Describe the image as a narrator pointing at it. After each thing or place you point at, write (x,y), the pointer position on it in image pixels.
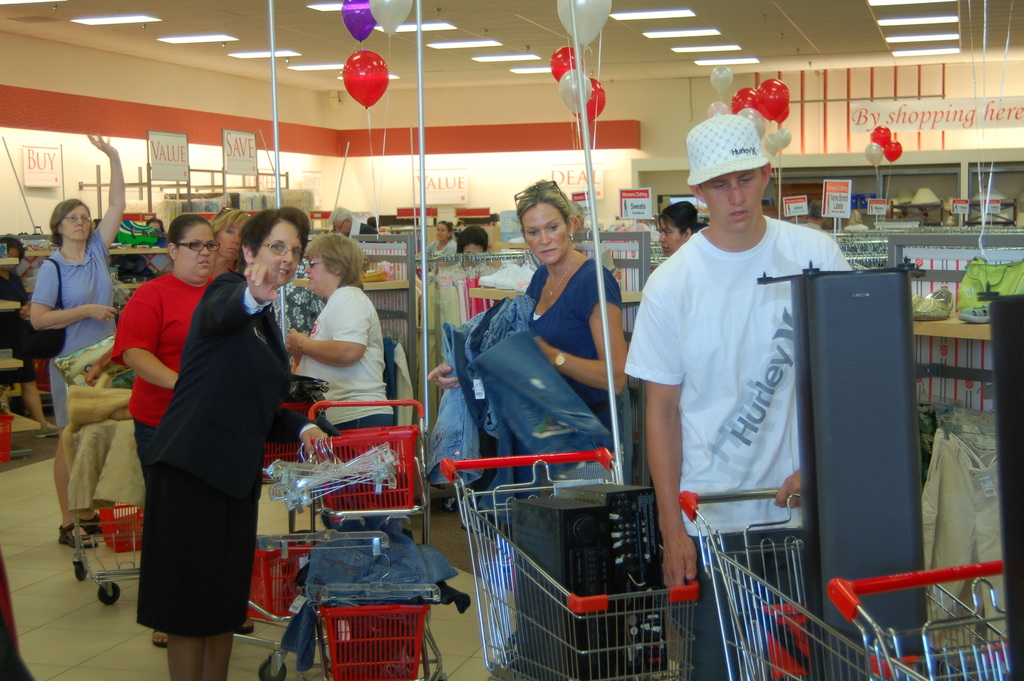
In the picture we can see some people (793,457) in the shop (46,108) with some carts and some items (808,460) in it and in the background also we can see some racks (17,397) with some clothes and to the ceiling (185,17) we can see some balloons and lights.
